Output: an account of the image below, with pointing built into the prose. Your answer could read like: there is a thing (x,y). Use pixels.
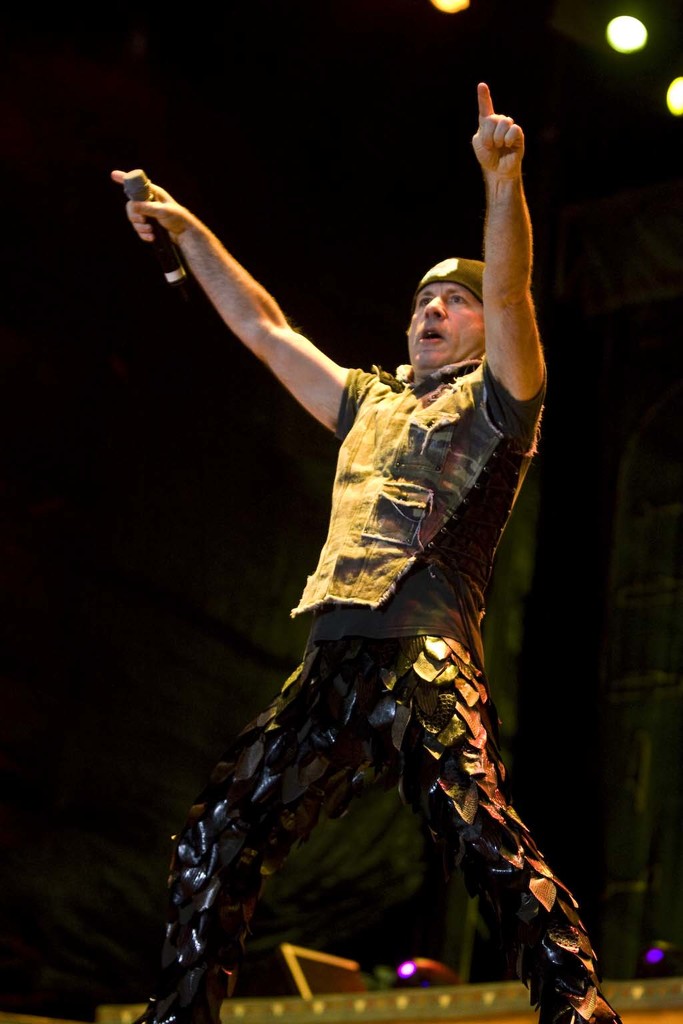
In this image there is a man (400,630) standing holding a mike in his hand (168,216), in the background (83,13) there is a black curtain (640,733).
